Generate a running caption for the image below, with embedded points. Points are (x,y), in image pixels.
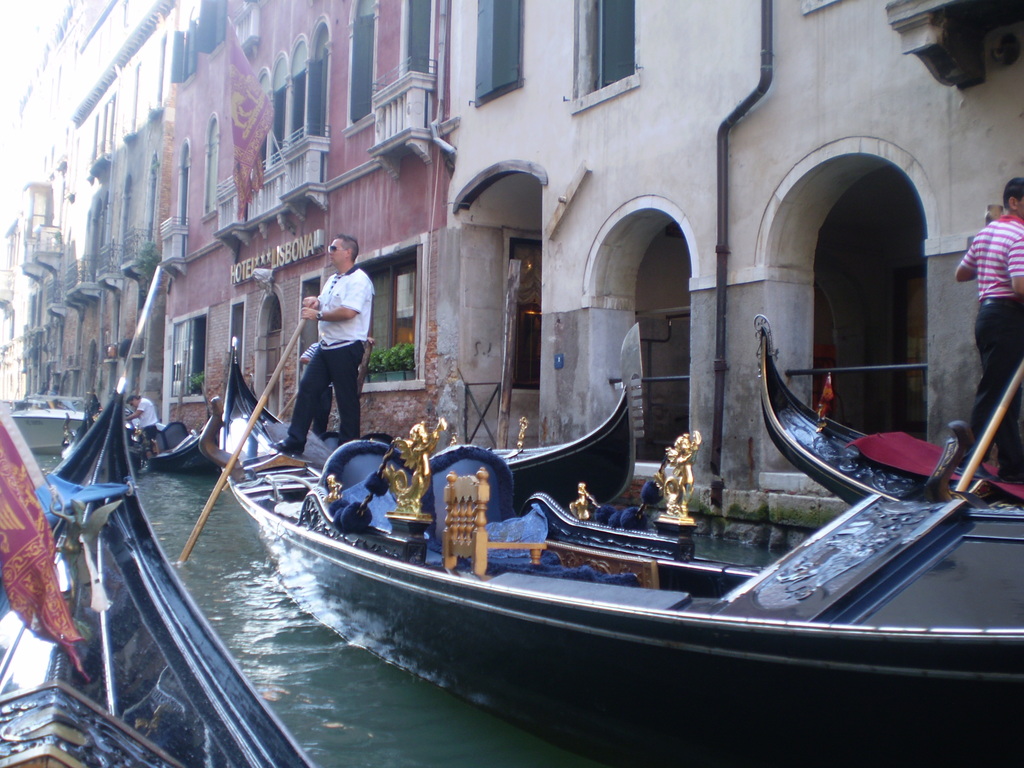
As we can see in the image there are buildings (503,174), boats (420,498), water (205,550) and few people (984,416) here and there.
